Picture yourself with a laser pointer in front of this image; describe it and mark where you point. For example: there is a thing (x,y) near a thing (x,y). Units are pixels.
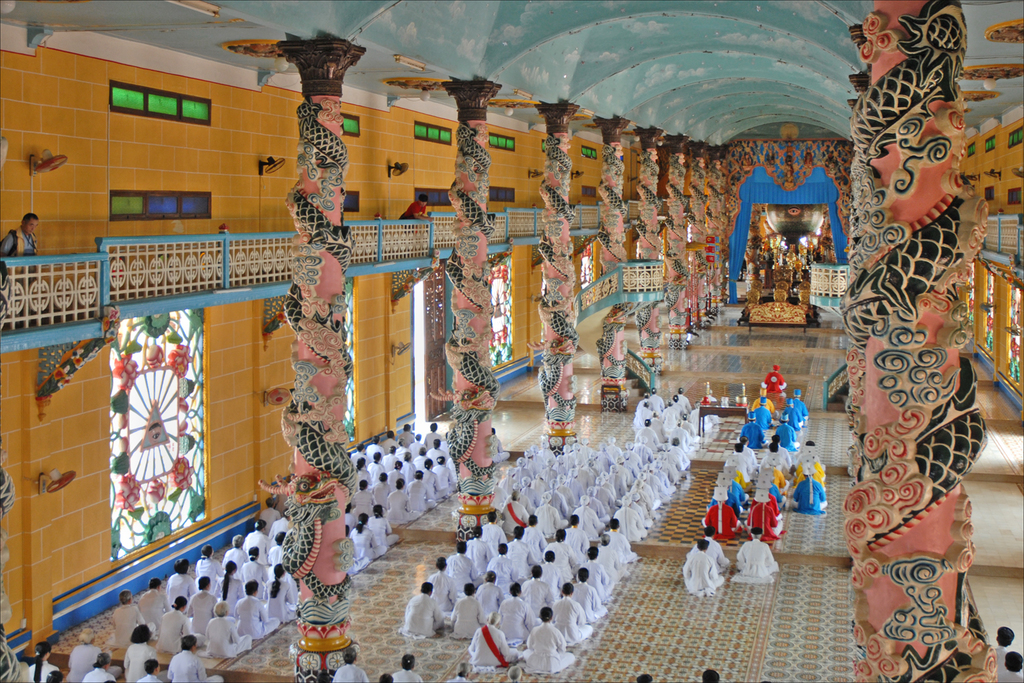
In this image I can see the inner part (590,370) of the building (899,321). I can see few colorful pillars (678,249), stairs (624,291), fencing (76,283), few object (791,274) in gold color. I can see few objects (710,397) on the table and few people (568,448) are sitting on the floor (649,620).
